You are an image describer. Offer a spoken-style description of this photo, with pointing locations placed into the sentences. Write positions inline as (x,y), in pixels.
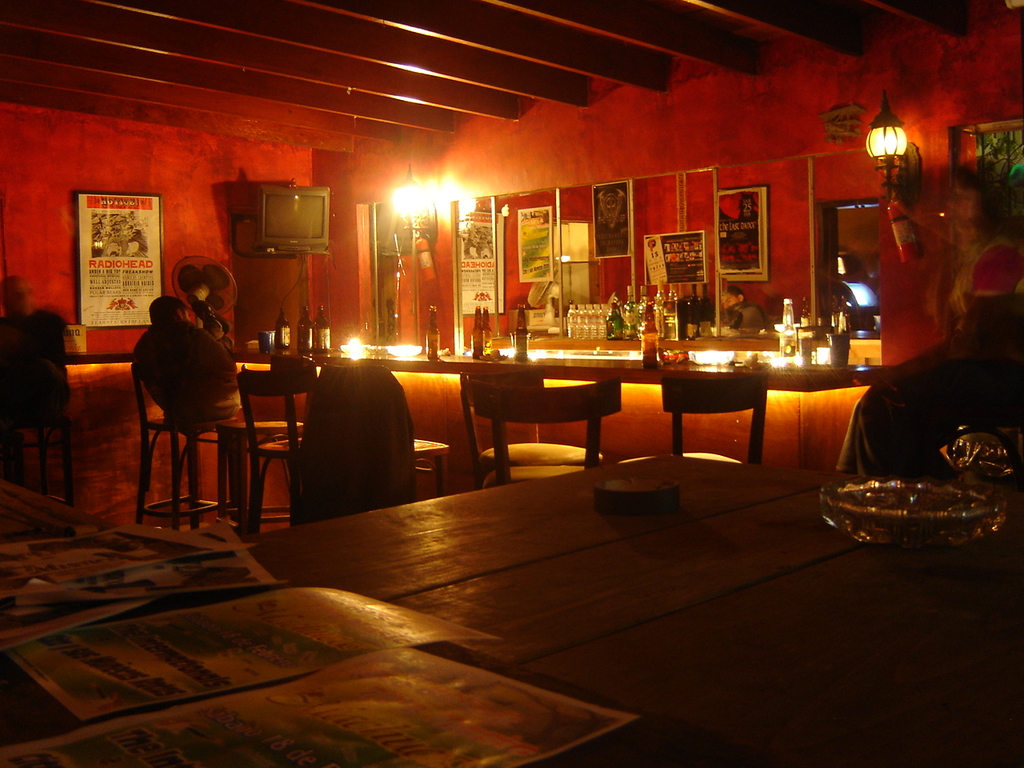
In this picture there is a table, some wine bottles (473,348), chairs (694,381), in the backdrop (366,185) there is a television (268,232) and a red colored wall (40,194).
